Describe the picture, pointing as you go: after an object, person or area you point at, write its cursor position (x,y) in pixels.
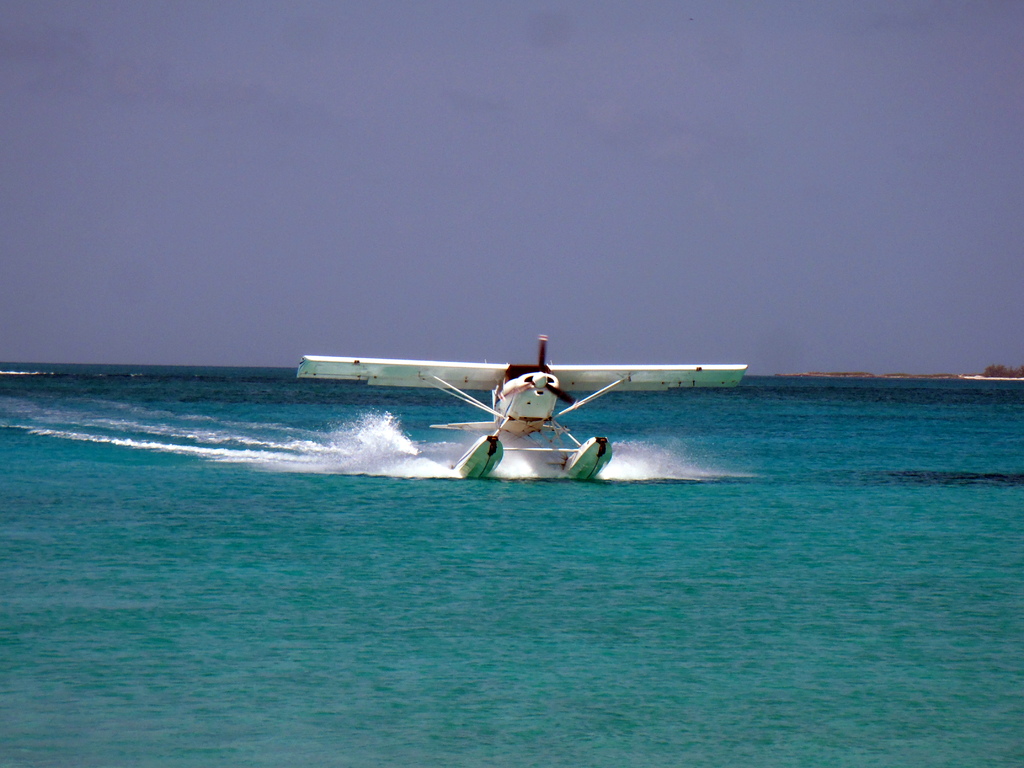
Here we can see a water (453,502), seaplane (498,413) and sky (527,260).
